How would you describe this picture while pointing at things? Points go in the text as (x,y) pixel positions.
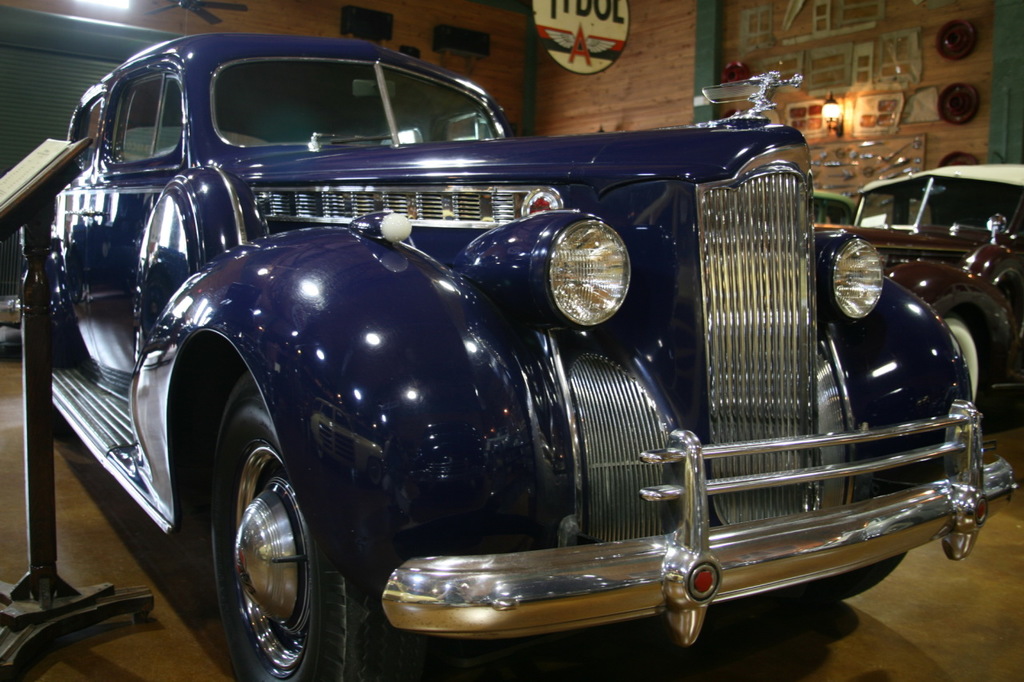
In this image there are cars (454,406), in the background (940,123) there is a wooden wall (873,35), on that wall (916,128) there are tool (891,160).
